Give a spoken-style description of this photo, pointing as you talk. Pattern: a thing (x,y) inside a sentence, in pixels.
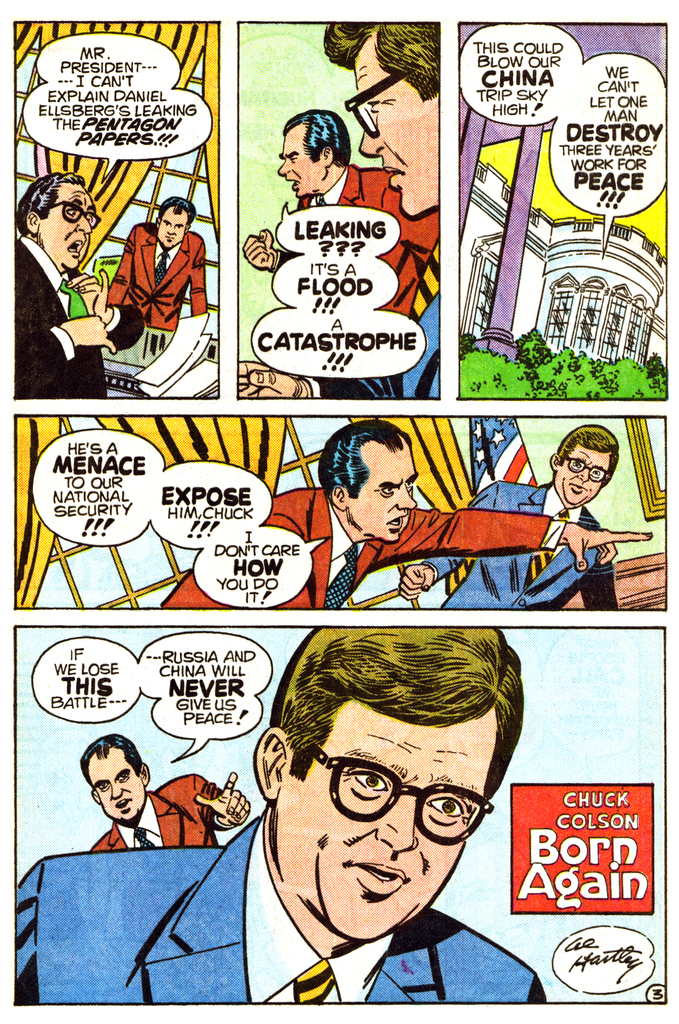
In the center of the image (363,541) we can see a poster (287,655). On the poster (276,505), we can see a few people (406,742) and some objects (451,482). And we can see some text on the poster (319,554).
